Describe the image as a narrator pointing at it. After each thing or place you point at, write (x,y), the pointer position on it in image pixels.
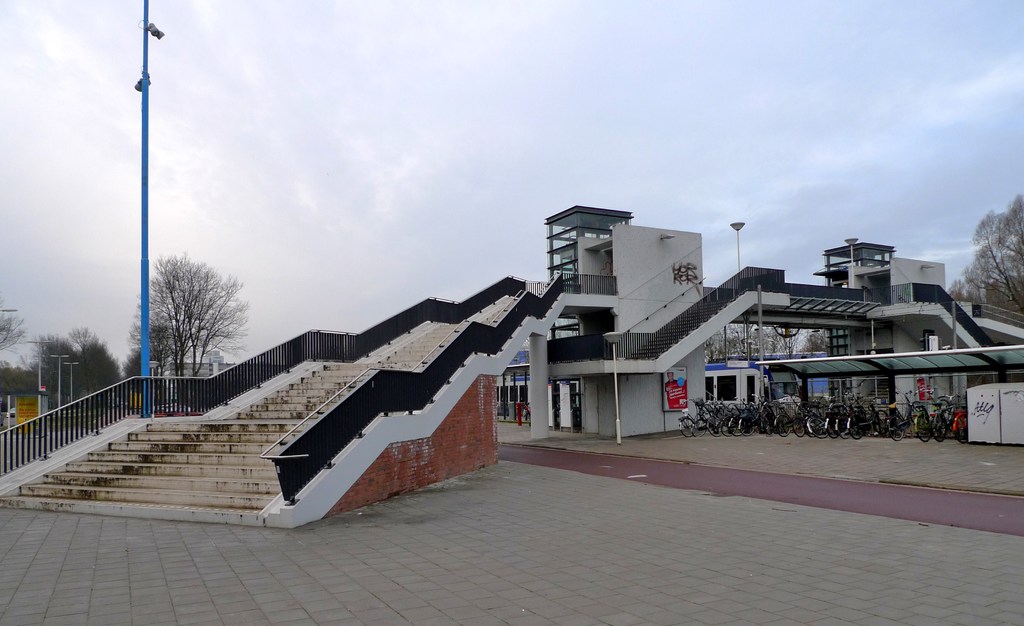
In this image we can see a building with windows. We can also see the staircase (322,469), a group of bicycles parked aside, some poles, a group of trees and the sky (373,287).
